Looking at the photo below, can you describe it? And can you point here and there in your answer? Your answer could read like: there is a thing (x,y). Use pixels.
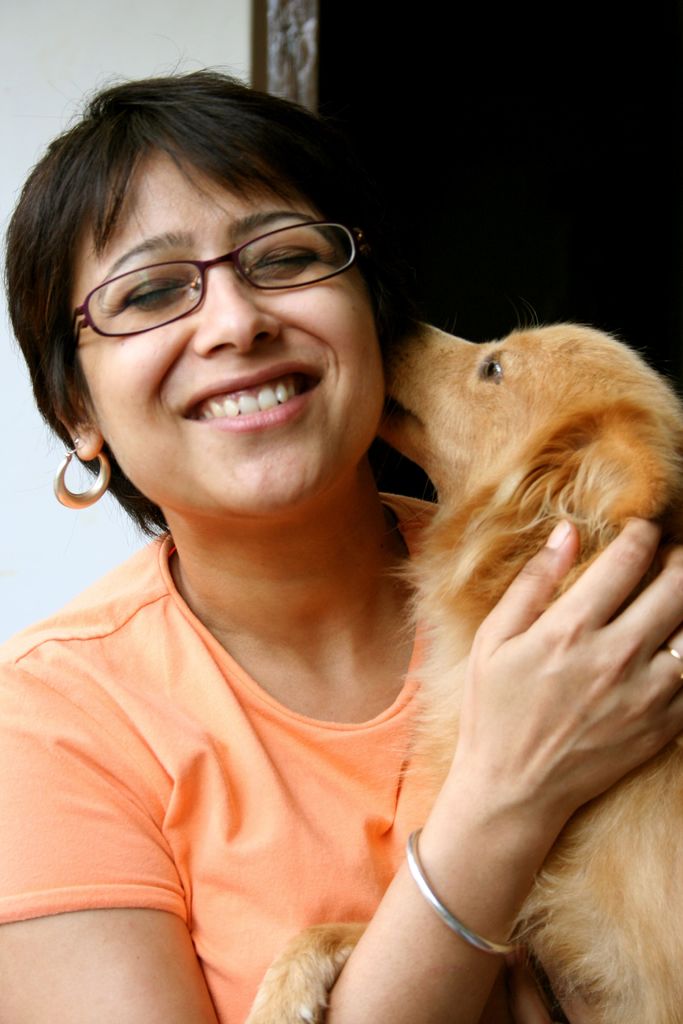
In this image I can see woman (121,362) is holding a dog (488,527). I can also see a smile (263,379) on her face (280,400) and she is wearing specs (334,226) and orange top (177,842).
